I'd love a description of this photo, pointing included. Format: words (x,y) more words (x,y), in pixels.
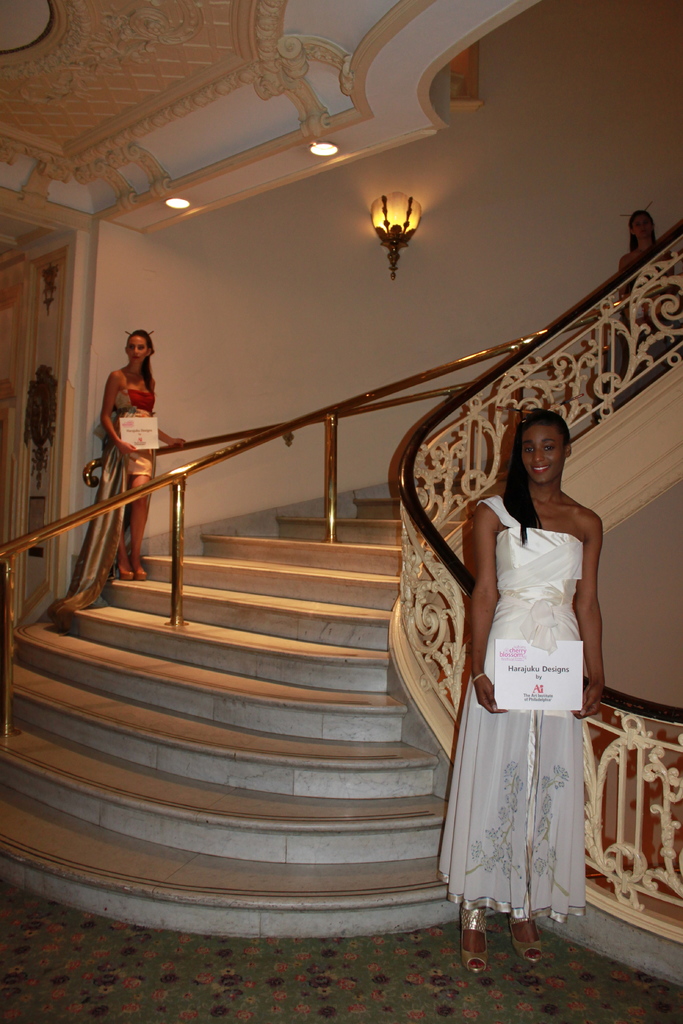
There are two women (483,505) standing and holding boards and we can see steps (388,528), left side of the image we can see door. Background (304,203) we can see wall (655,643). Top we can see lights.
